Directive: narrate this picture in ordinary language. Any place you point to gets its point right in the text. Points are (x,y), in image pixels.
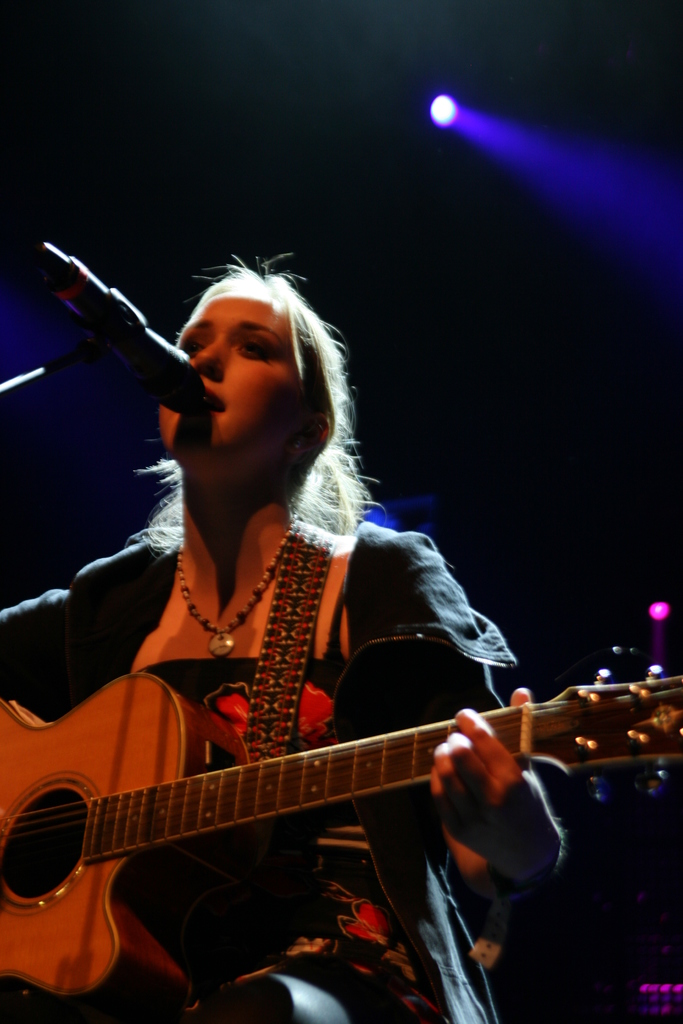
In this picture we can see a lady (275,557) in black dress (344,590) holding a guitar (203,716) and playing it in front of a mic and that is a blue light (491,131) behind her.
